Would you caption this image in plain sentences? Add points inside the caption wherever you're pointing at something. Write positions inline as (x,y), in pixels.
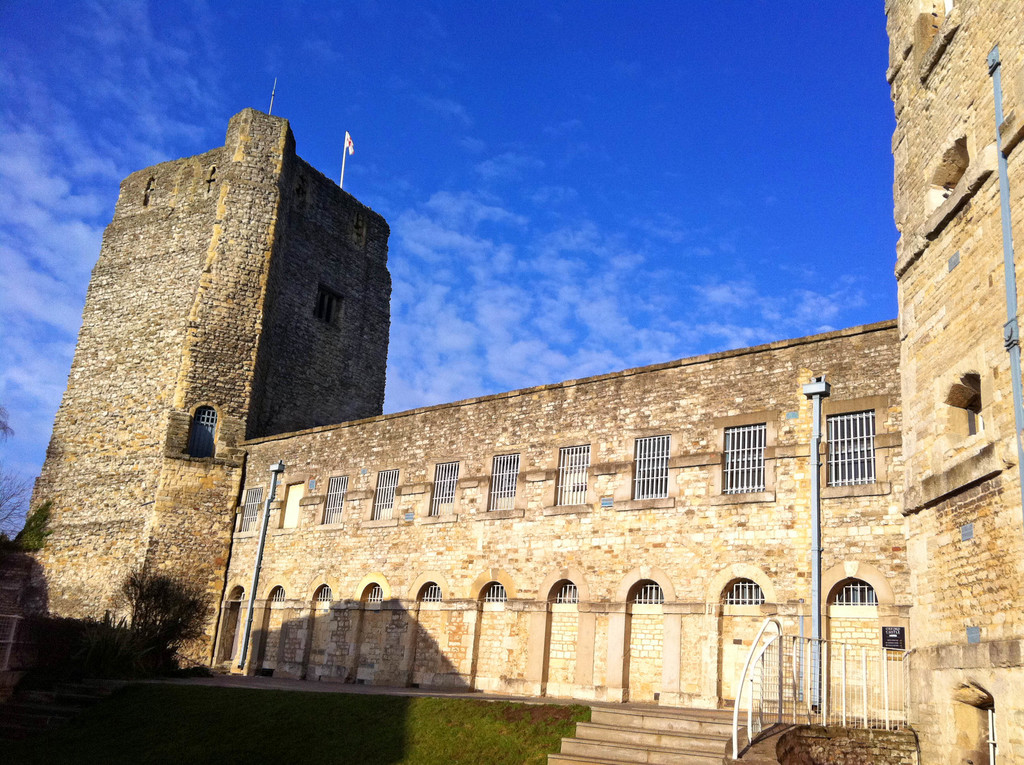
In this picture we can see a building (981,480) with windows (752,586), steps (666,726), fence (751,689), trees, flag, grass (326,744) and in the background (10,520) we can see the sky (618,224) with clouds (572,279).
